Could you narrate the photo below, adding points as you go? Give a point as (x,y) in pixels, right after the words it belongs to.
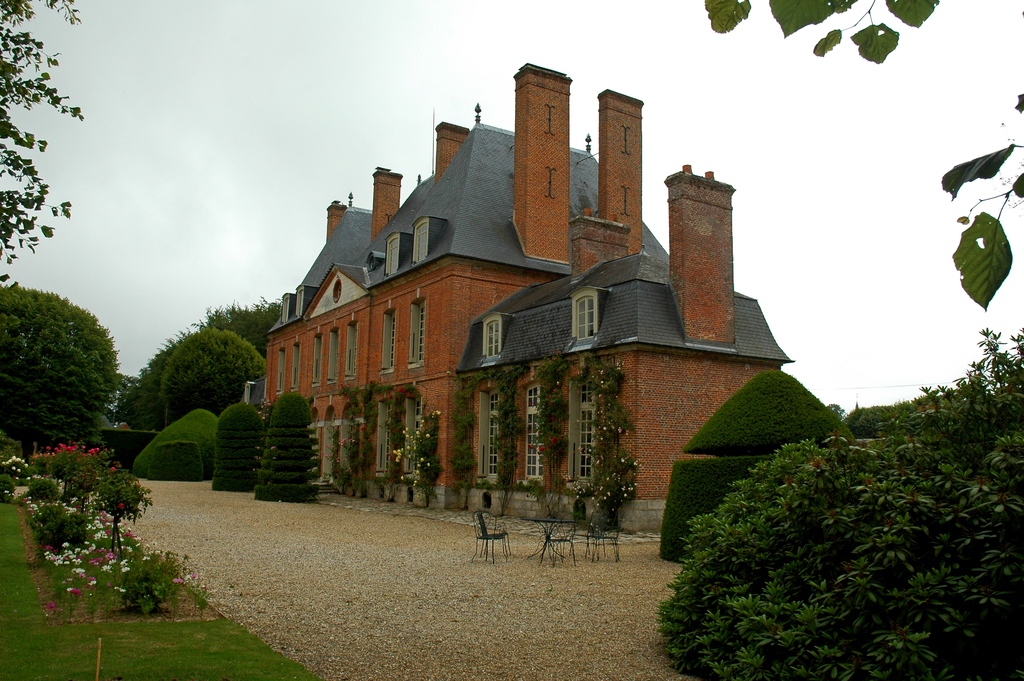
In this image I can see flowering plants (179,581), grass (262,679), chairs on the ground (581,568), building (519,396), windows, creepers (550,421) and trees (221,351). In the background (385,120) I can see the sky (755,238). This image is taken may be near the building (316,480).
